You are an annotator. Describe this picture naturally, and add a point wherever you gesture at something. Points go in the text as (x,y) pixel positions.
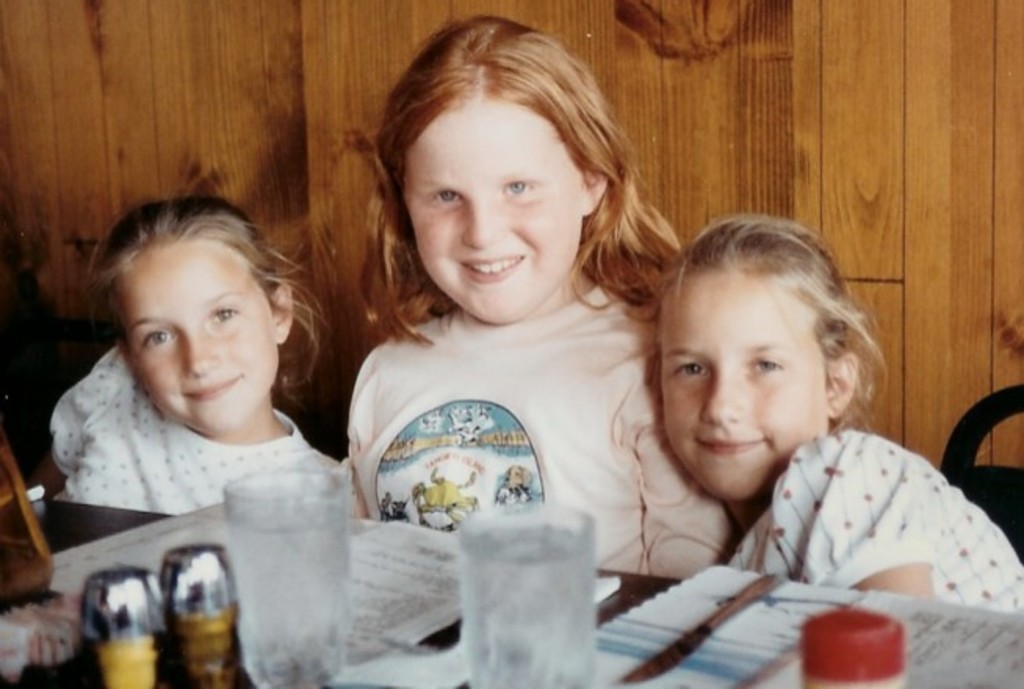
In this image I can see three persons (697,530) sitting, I can also see few glasses (562,608), papers (731,632), bottles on the table (39,525). Background (779,149) I can see the wooden wall (286,163).
